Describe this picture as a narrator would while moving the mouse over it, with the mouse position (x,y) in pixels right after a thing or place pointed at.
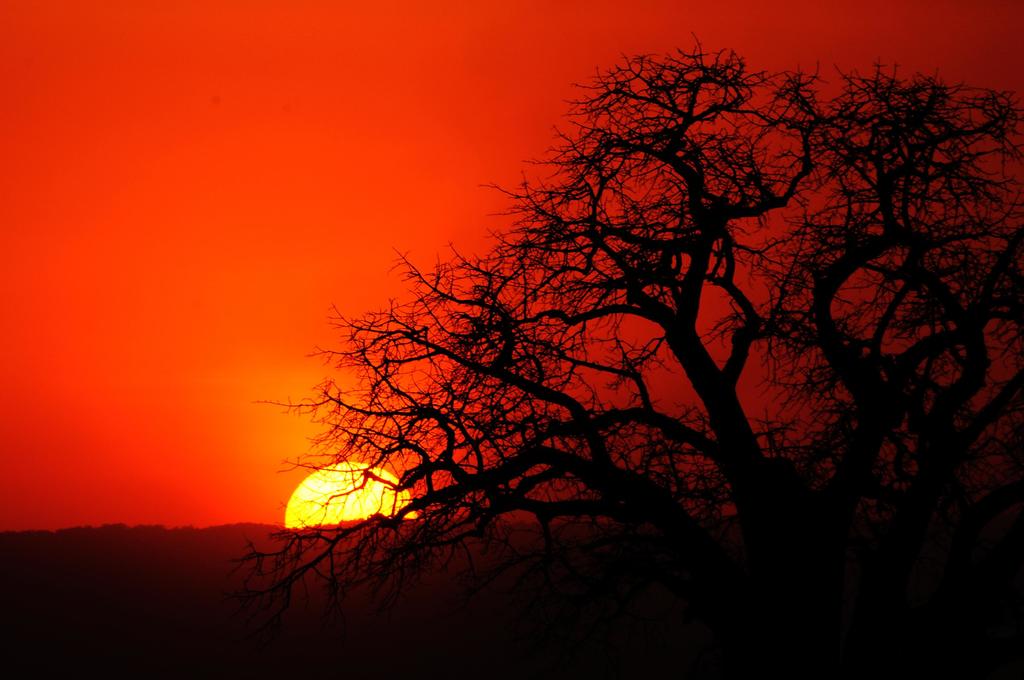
There is a tree (938,323) on the right side of the image (860,409) without leaves and there is a sun (392,494), red color sky (313,328), it seems like trees (263,532) at the bottom side (247,534) in the background area (281,537).
